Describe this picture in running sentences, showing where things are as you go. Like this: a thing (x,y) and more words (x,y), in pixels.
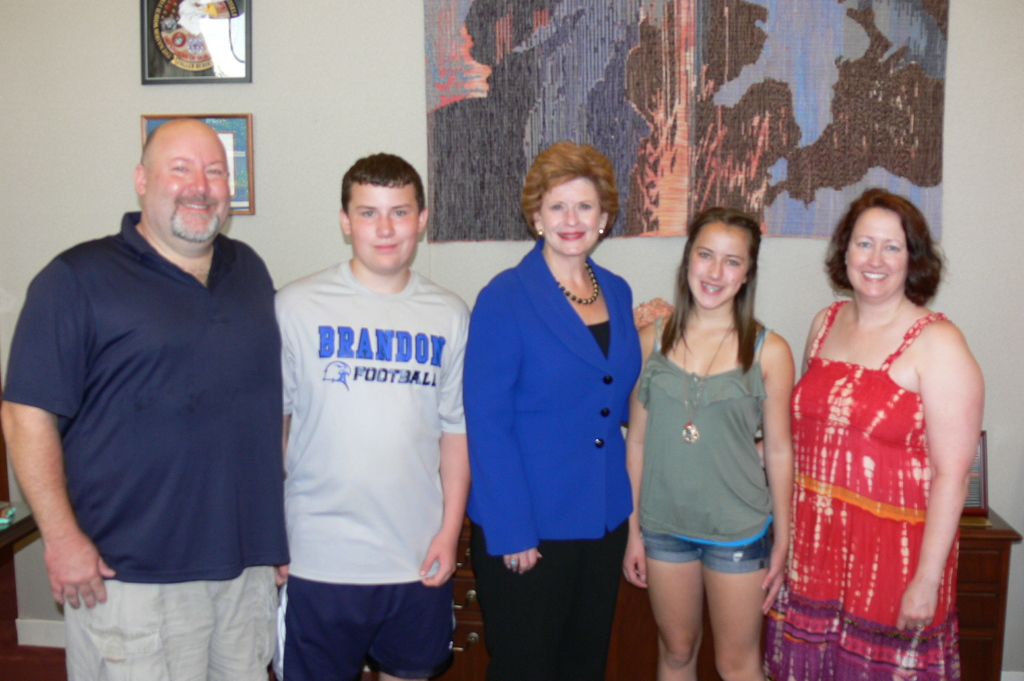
In the image we can see three women (708,386) and two men (362,417) standing, wearing clothes (542,433) and they are smiling. Behind them, we can see the wall (387,68) and frames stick to the wall (357,22), and the middle woman (548,341) is wearing a neck chain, earrings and finger ring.
